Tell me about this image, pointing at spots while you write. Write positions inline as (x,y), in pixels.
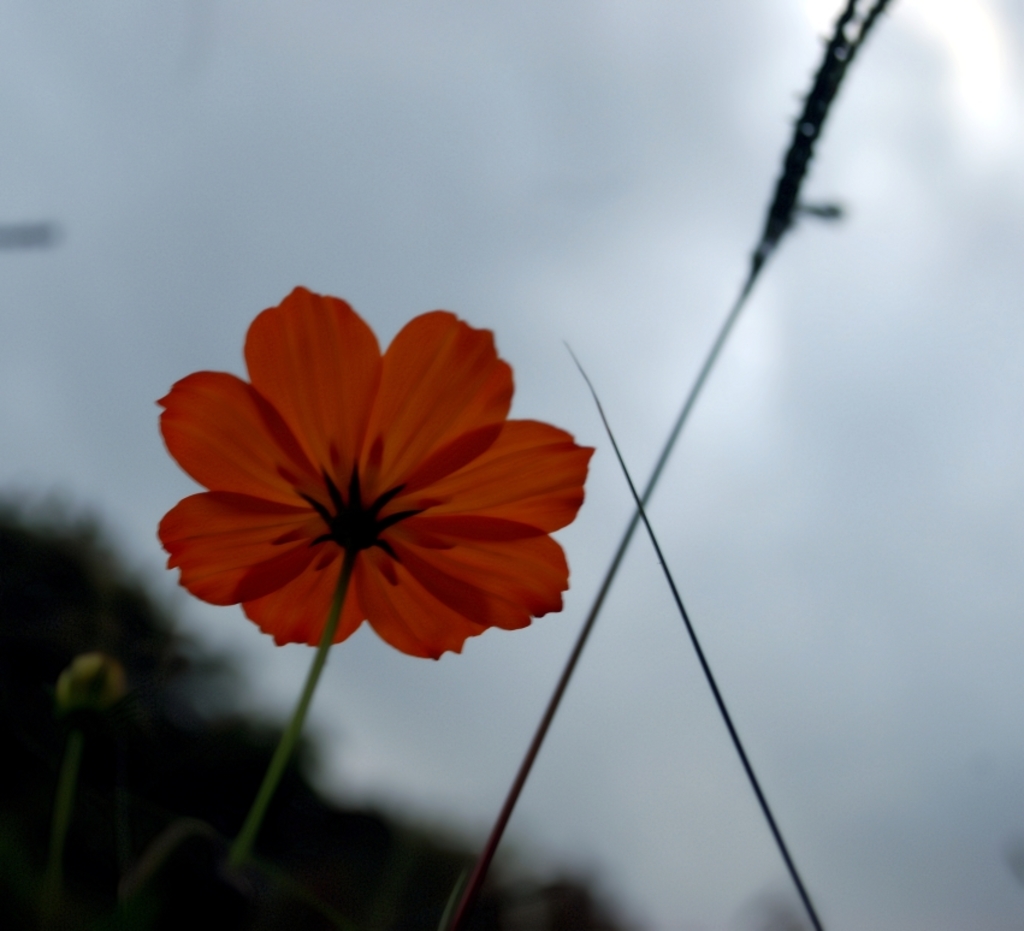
In this image there is a flower (420,466) to the stem (322,654). Beside it there is a bud (101,684). At the top (507,96) there is the sky (502,103). The background (520,96) is blurry.
